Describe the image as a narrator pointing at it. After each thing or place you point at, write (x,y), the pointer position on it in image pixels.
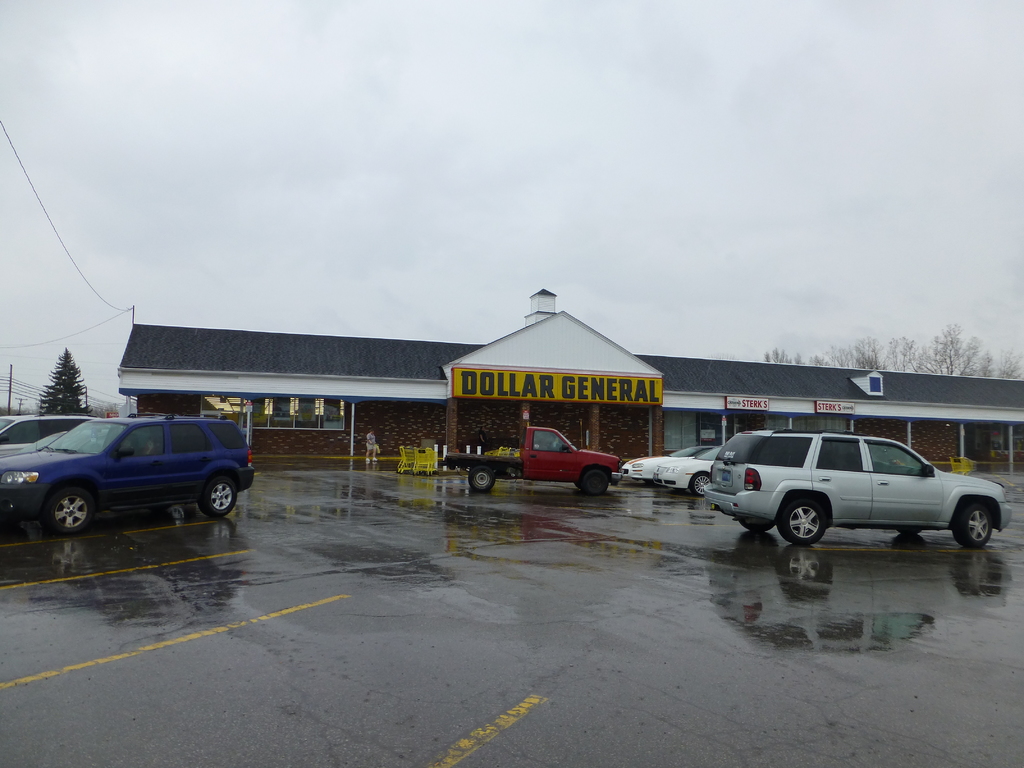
In this image we can see a road (543,609) and groups of cars (544,454) parked on the road (510,514). Behind the cars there was a building (925,435) with some text (614,389) written on it. On the left side of the image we can see a pole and a tree (52,395).
